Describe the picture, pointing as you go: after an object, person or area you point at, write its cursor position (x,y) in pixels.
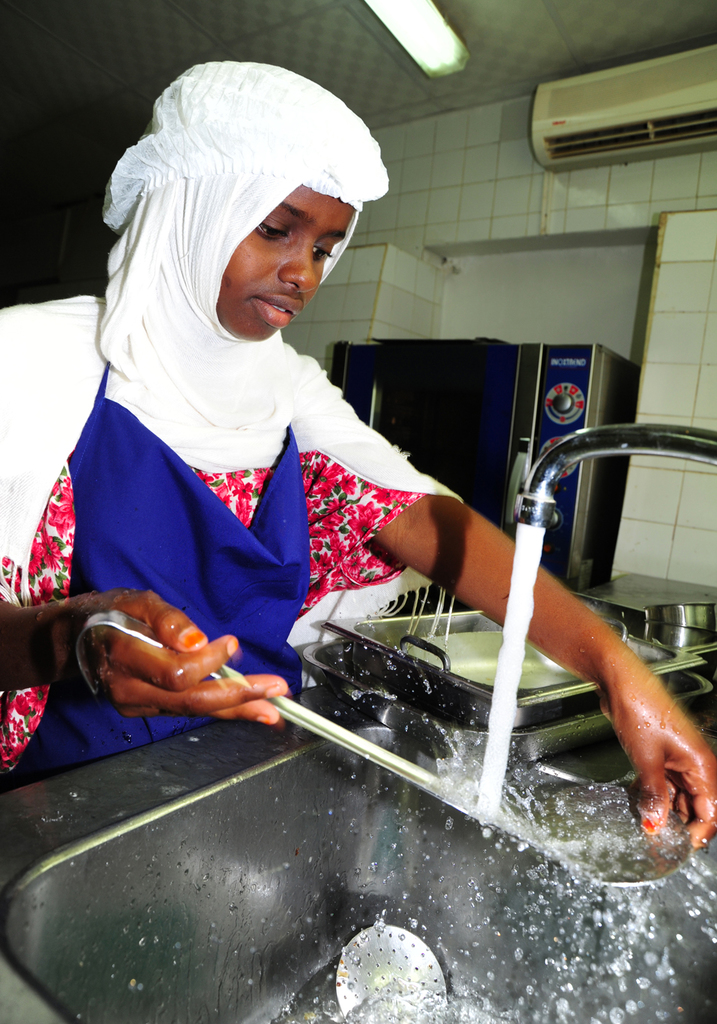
In this image I can see the person (164,298) standing in-front of the sink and wearing the blue color apron (173,600). I can see the person (208,572) holding the spoon (586,809) and I can see the water (506,656) coming from the tap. To the side of the person (620,726) I can see some utensils (600,730). In the background (423,458) I can see an object (508,399), air-conditioner (565,143) and the light (402,32) in the top (651,129).
